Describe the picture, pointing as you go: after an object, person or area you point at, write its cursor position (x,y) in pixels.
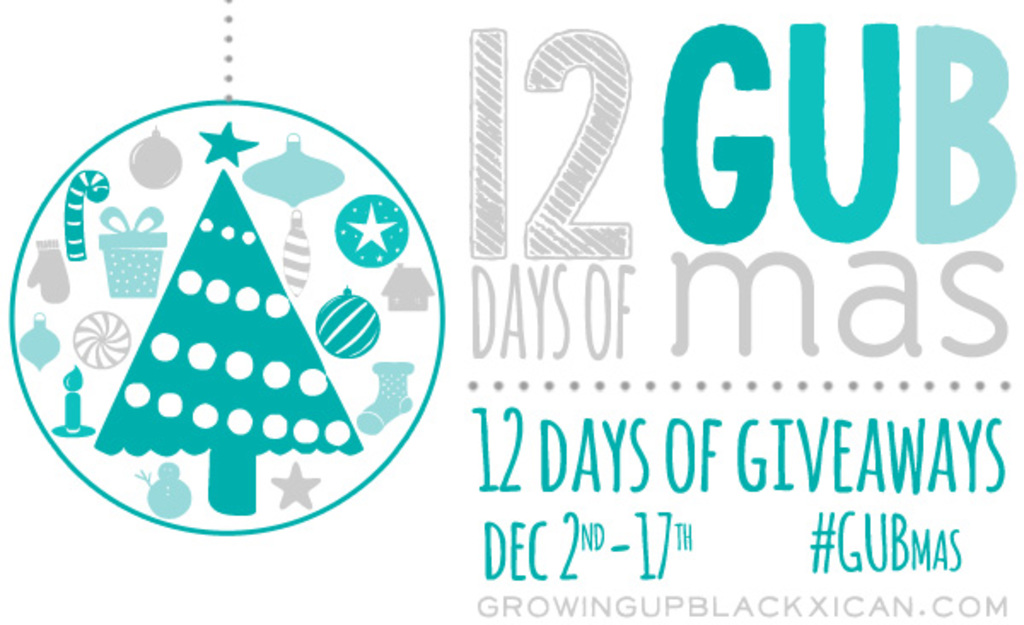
In this image I can see it looks like a poster (827,312), on the left side (187,258) it looks like there are clip art images (269,327). On the right side (961,260) there is the text (744,432).
